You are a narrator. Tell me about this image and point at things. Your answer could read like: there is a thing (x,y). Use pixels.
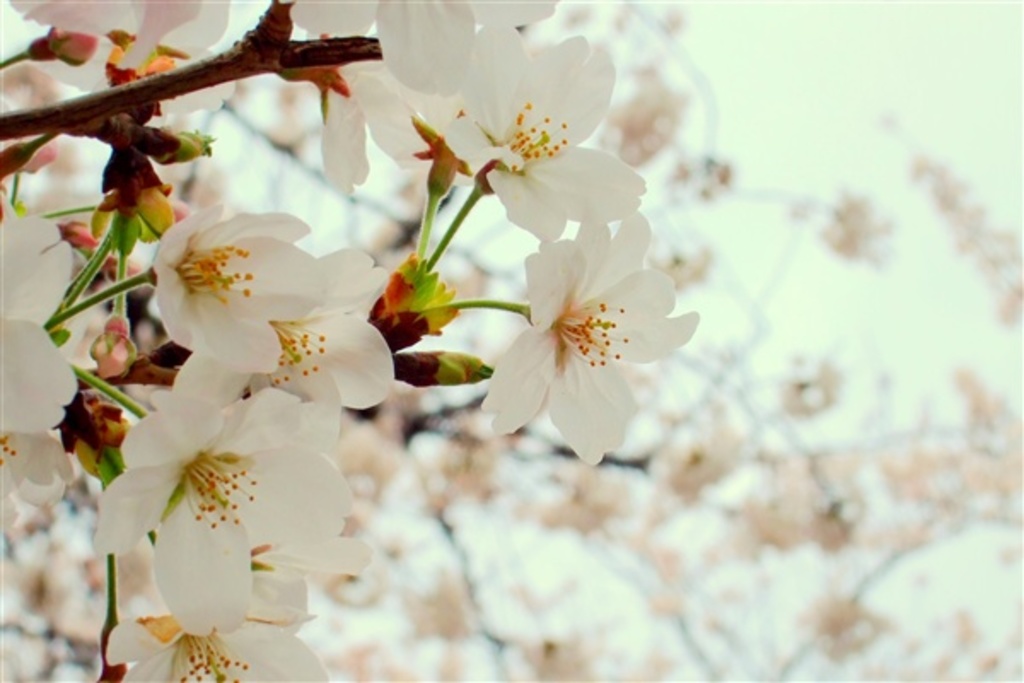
In this picture we can see flowers (174,621) and there is a blur background (775,25).
